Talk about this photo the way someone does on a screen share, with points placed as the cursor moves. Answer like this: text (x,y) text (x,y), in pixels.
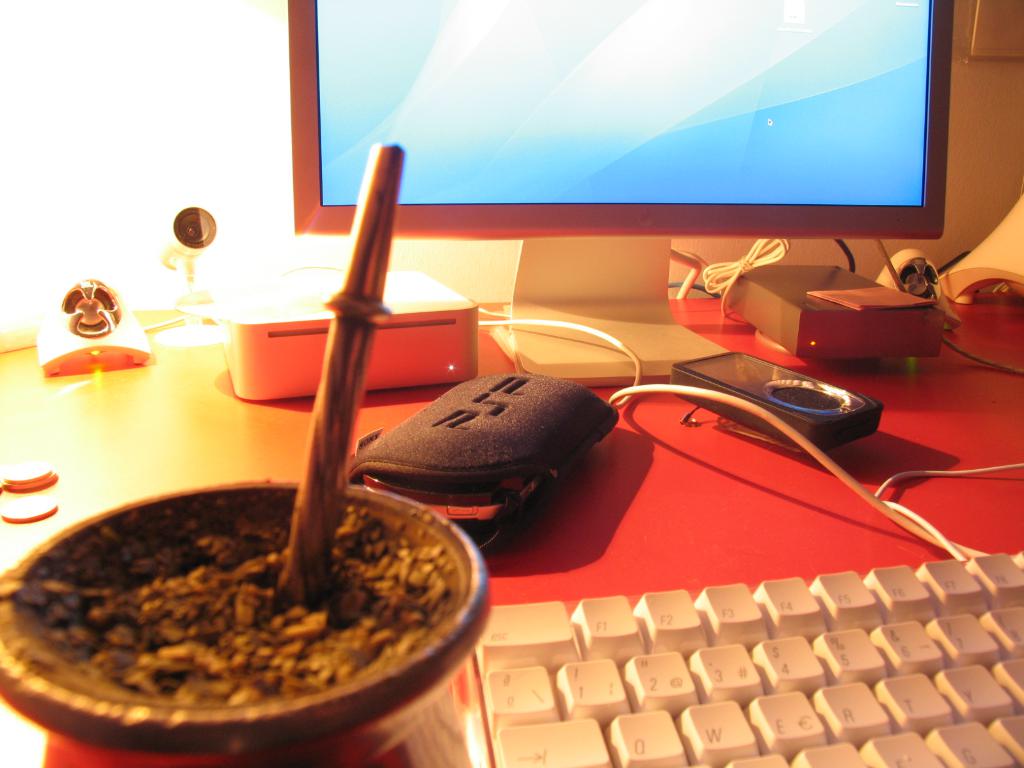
In this picture, it looks like a table (668,431). On the table (834,456) there is a keyboard (668,716), cables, bowl (110,675), monitor (575,163) and some other objects (428,414). Behind the monitor (681,134), there is a wall (963,168).
